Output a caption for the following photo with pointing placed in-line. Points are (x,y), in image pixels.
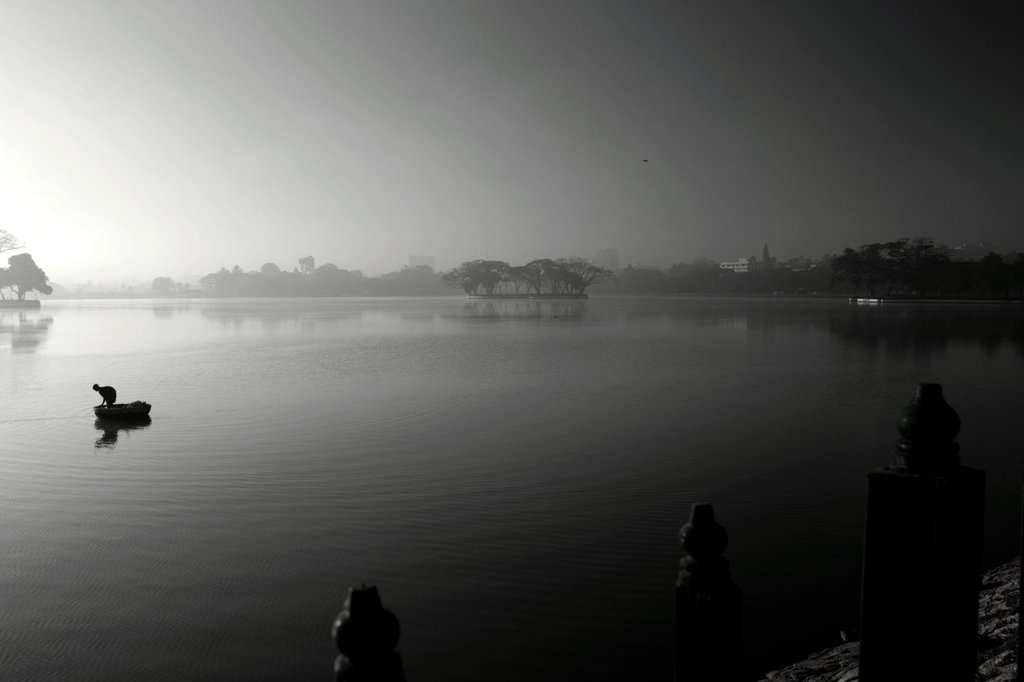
In this image I can see the lake (56,341) and in the lake (159,388) I can see a boat (140,404) and person (96,388), at the bottom (933,482) I can see there are some poles (969,539) visible. In the middle (536,282) there are some trees (902,295) visible, at the top (524,185) I can see the sky (683,174).
